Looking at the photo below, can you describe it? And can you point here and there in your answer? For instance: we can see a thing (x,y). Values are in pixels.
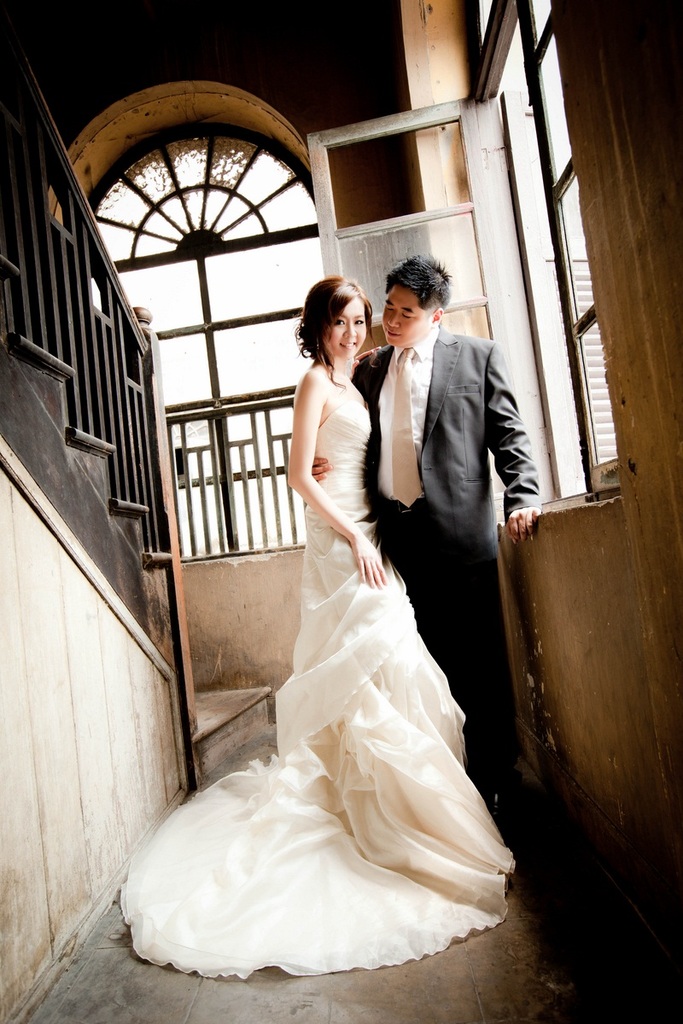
In the middle of the image (340,518) I can see a woman (312,368) and man (428,356). In this image there are windows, railing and walls (569,620).
